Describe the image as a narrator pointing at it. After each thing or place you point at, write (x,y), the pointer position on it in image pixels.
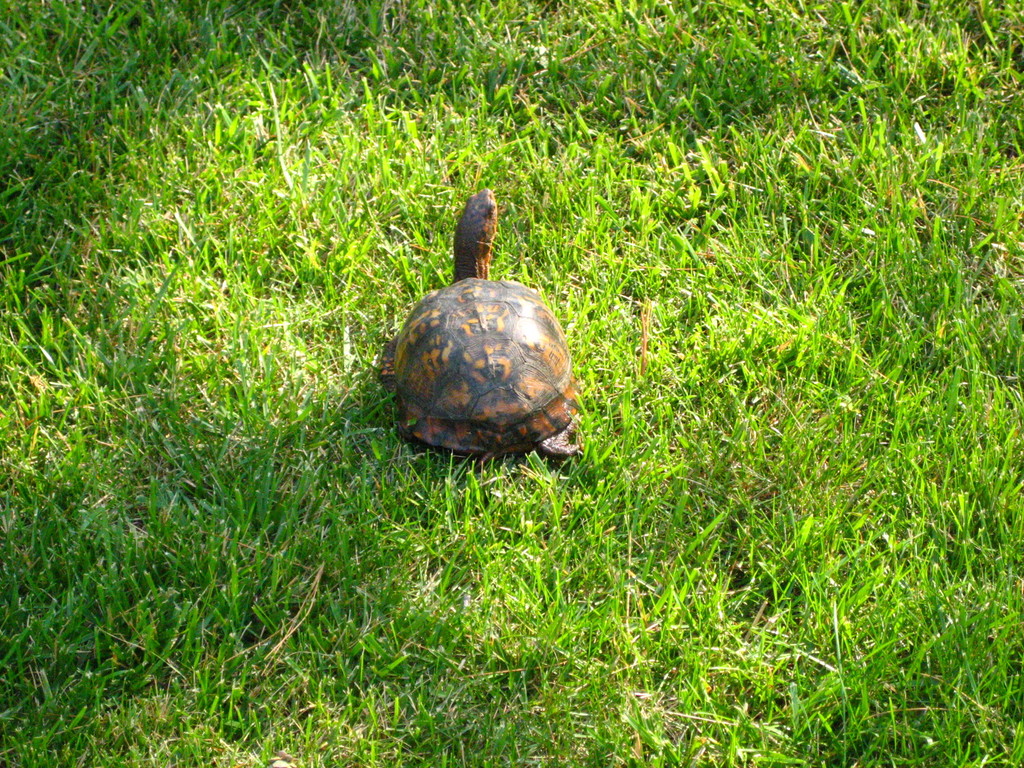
This image consists of a turtle (510,390) in brown color. At the bottom (488,566), there is green grass (642,426).
